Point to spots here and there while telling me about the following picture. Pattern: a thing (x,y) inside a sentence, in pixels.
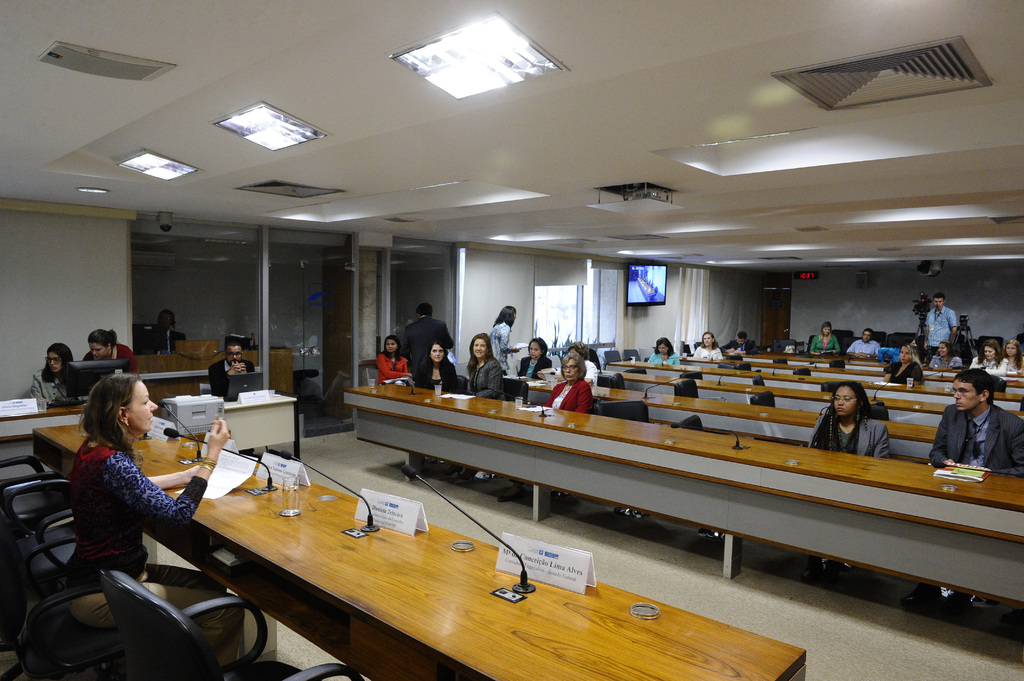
In this image we can see this people (969,425) are sitting on the chairs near the table (608,463). In the background (242,273) we can see glass windows (312,296), monitor (630,292), clock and lights (569,70) on the ceiling (505,176).
